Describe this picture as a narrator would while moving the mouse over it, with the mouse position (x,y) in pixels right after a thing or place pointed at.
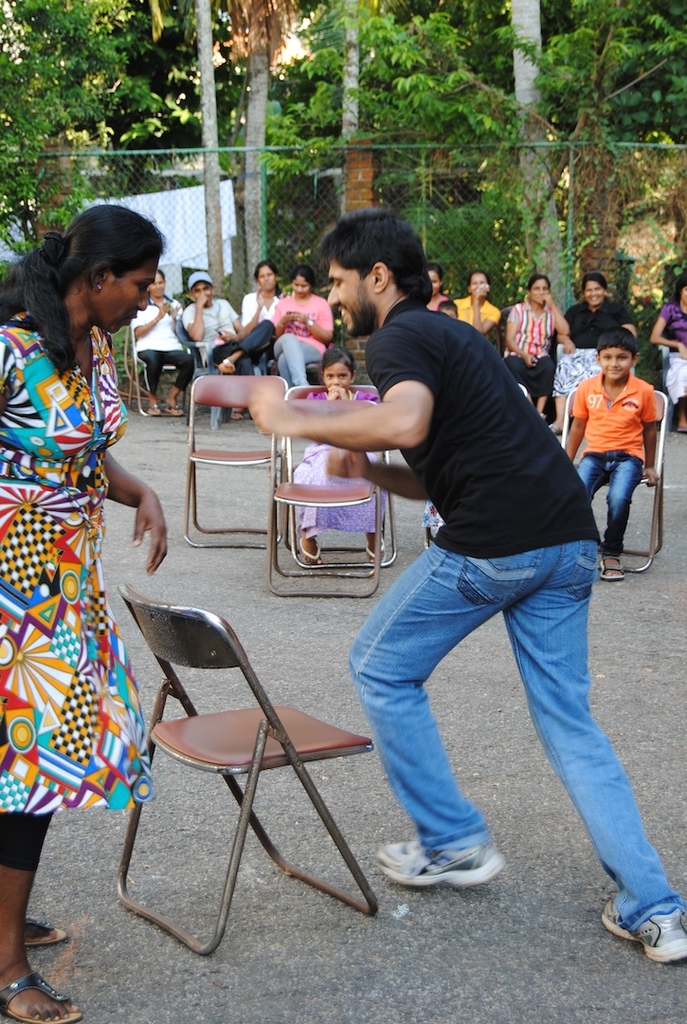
As we can see in the image there are trees (421,65), fence (285,209), few people (278,294) sitting over chairs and these two people (470,454) are rotating around this chair (241,768).
